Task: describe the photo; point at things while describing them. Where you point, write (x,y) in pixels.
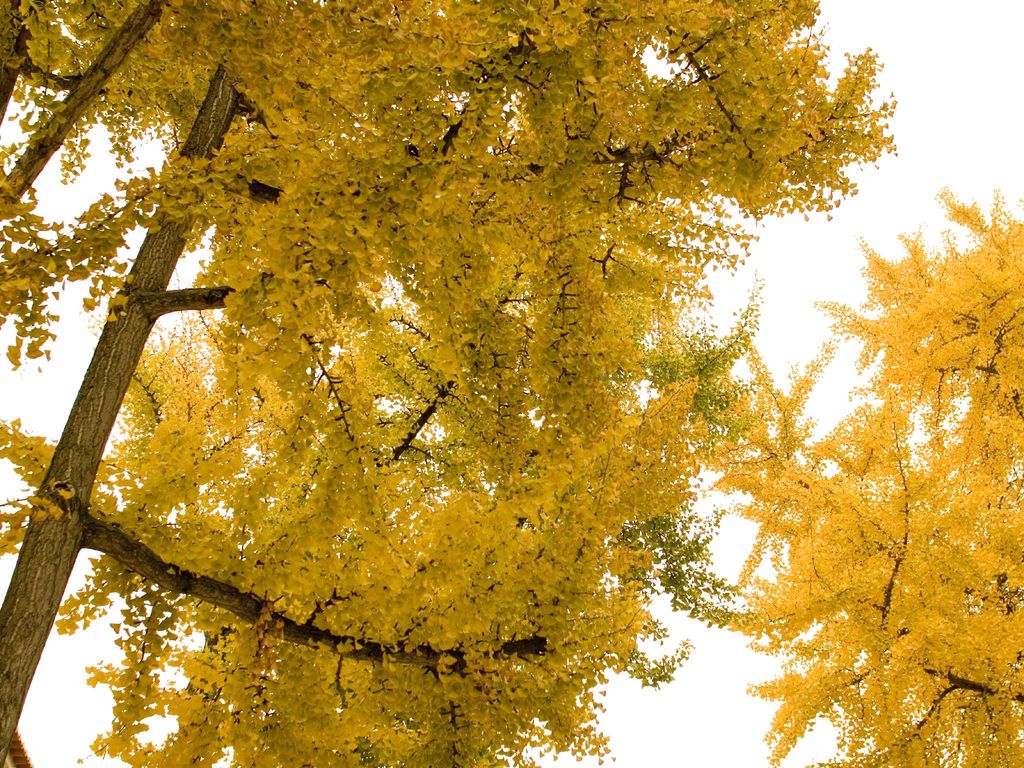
In this image I can see two trees (486,176) which are yellow in color and I can see the white colored background (42,394).
